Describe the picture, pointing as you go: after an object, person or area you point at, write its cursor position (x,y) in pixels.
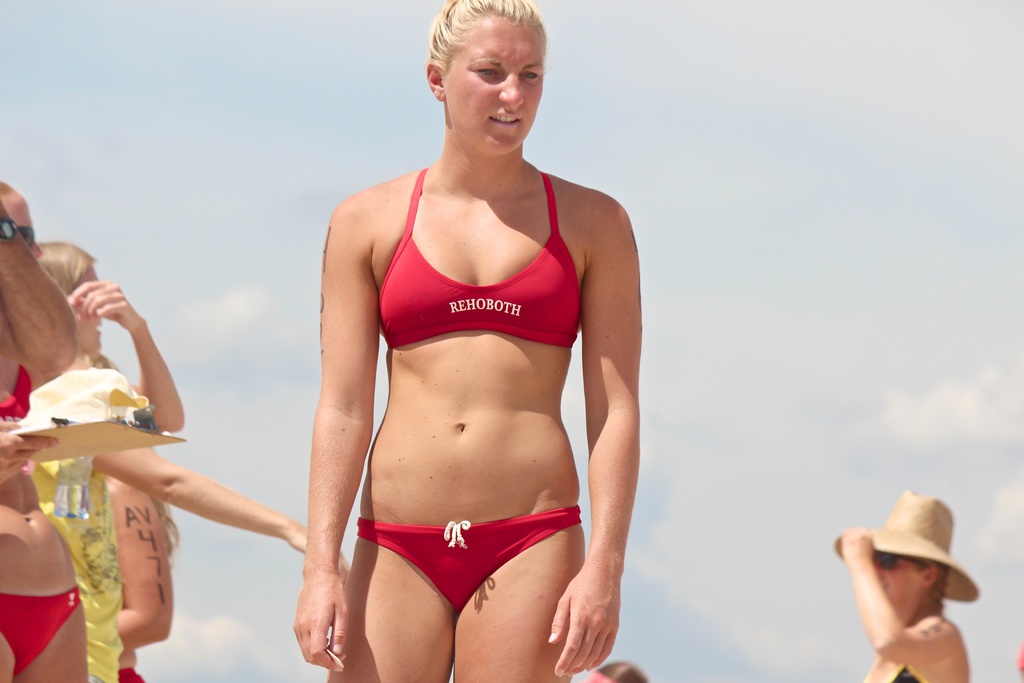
In this image we can see a woman (483,61) in the center (583,351) and she is wearing a bikini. Here we can see a few persons (125,312) on the left side (49,330). Here we can see another woman (951,580) on the bottom right side (897,592) and there is a hat (890,533) on her head (937,584). This is a sky (959,611) with clouds (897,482).
